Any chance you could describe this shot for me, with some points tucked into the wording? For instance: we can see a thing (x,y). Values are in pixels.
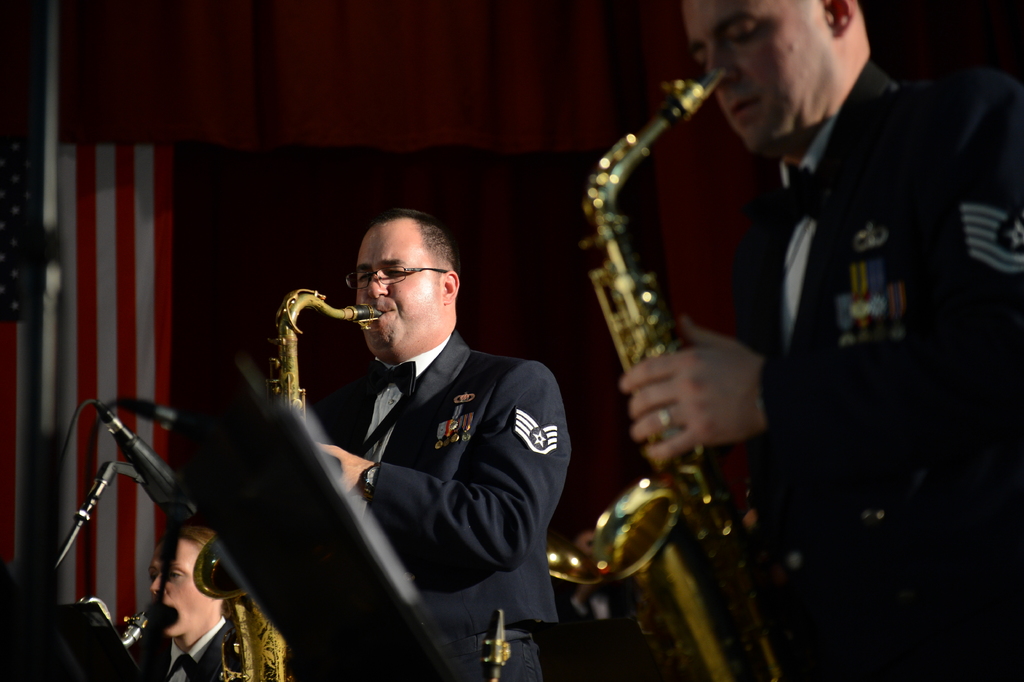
In this picture we can see three people (839,317) where two are holding saxophones (295,370) with their hands (666,394) and in front of them we can see mics (147,486) and stands (303,610) and in the background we can see a flag (156,168) on the wall (469,49).
